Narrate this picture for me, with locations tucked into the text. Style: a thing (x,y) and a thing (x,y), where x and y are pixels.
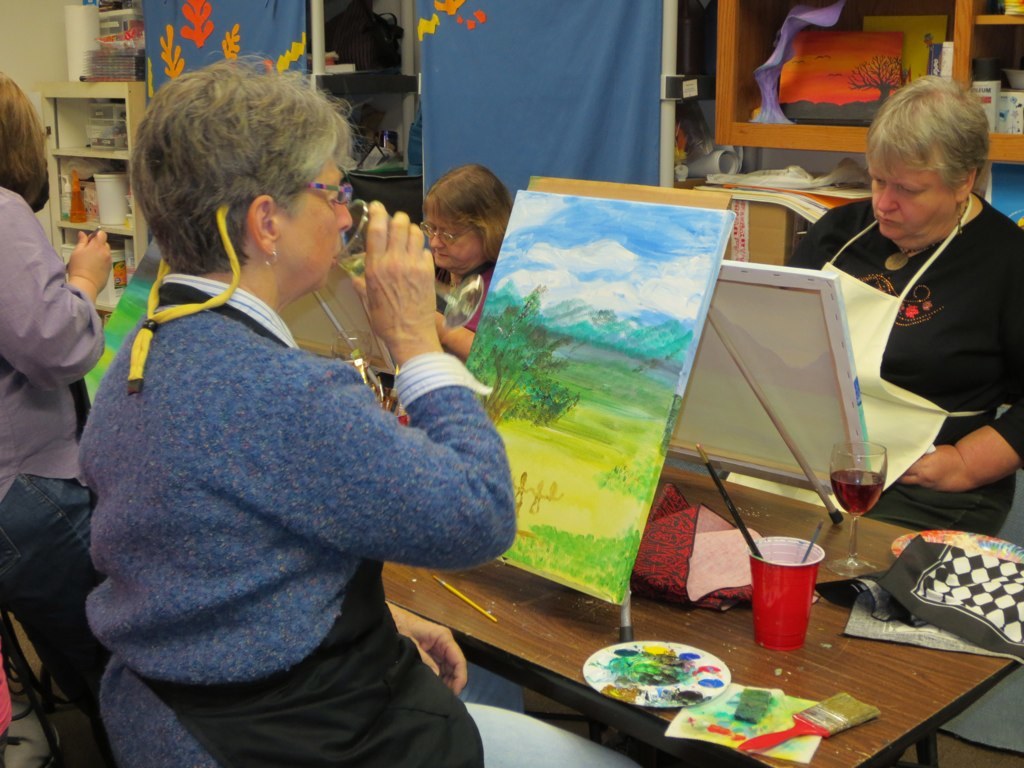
This picture is taken in a room (620,614). Towards the left (278,73) there is a woman (378,654), she is drinking a water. Towards the right (953,497) there is a woman (912,494) wearing a black t shirt (967,380) and she is painting. Towards the left corner (17,280) there is another woman (104,277). In the center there is a table (663,619), on the table (734,679) there are some paints (660,683), glass (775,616) and brushes (811,705). In the background (743,71) there is a woman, shelves (743,71) and some papers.
